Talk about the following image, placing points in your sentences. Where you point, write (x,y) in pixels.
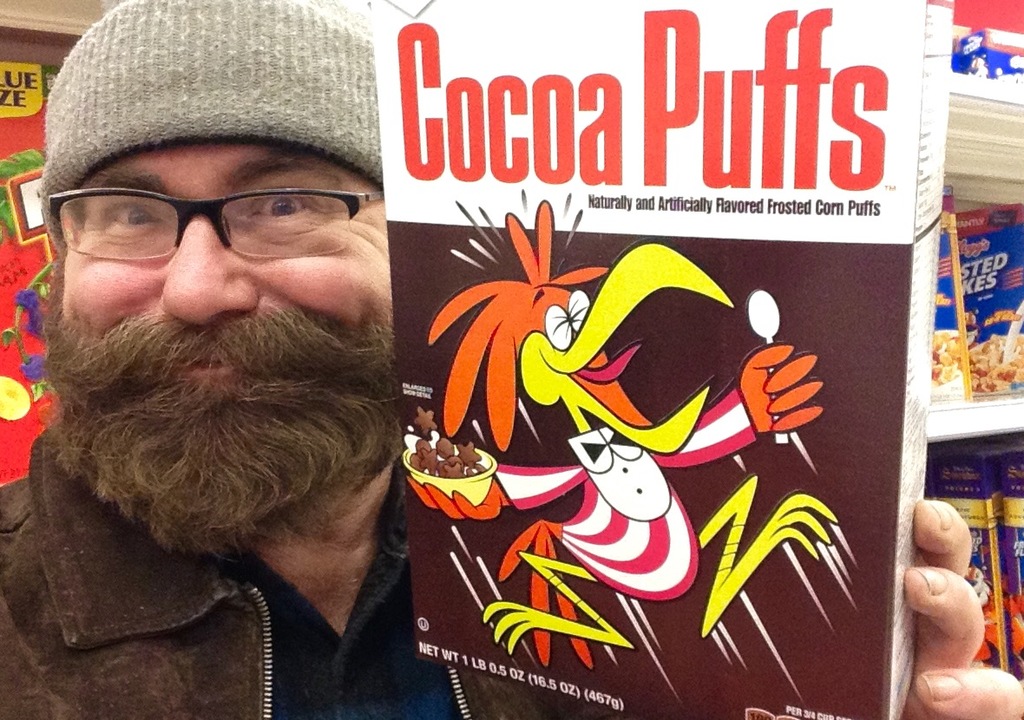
In this image we can see a man (215,580) holding a carton (660,560). In the background (951,316) there is a shelf (966,167) and we can see goods (997,572) placed in the shelves (1023,98).
